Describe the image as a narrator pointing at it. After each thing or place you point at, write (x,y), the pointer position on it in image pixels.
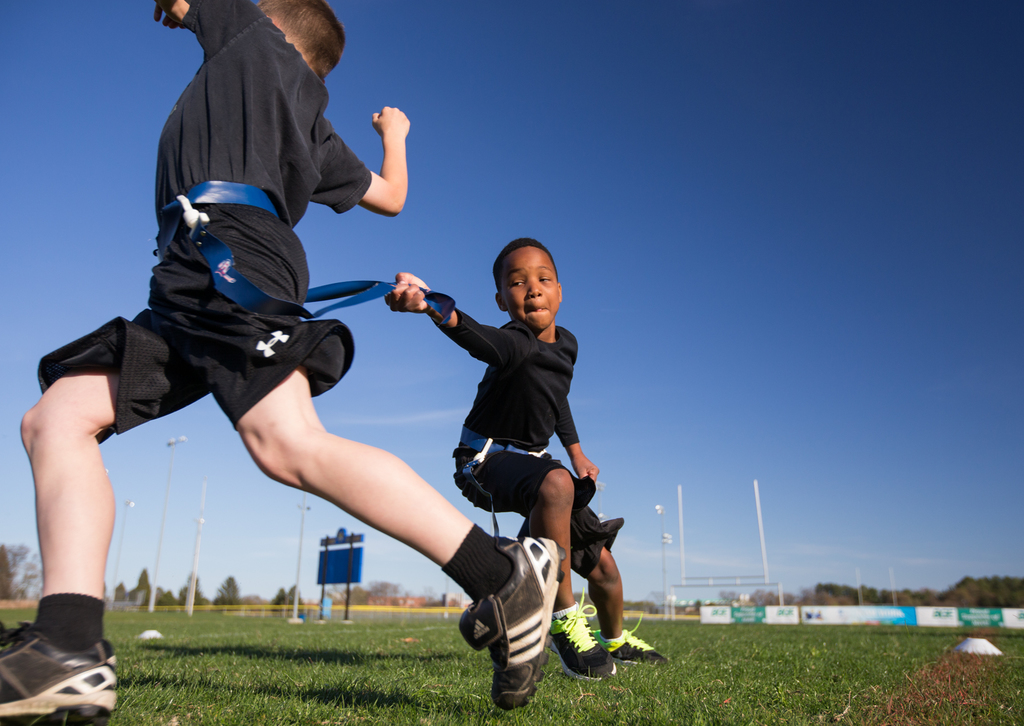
In this picture I can see a boy (539,271) holding a belt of another person (212,170). I can see poles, lights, boards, trees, and in the background (717,278) there is the sky (558,259).
